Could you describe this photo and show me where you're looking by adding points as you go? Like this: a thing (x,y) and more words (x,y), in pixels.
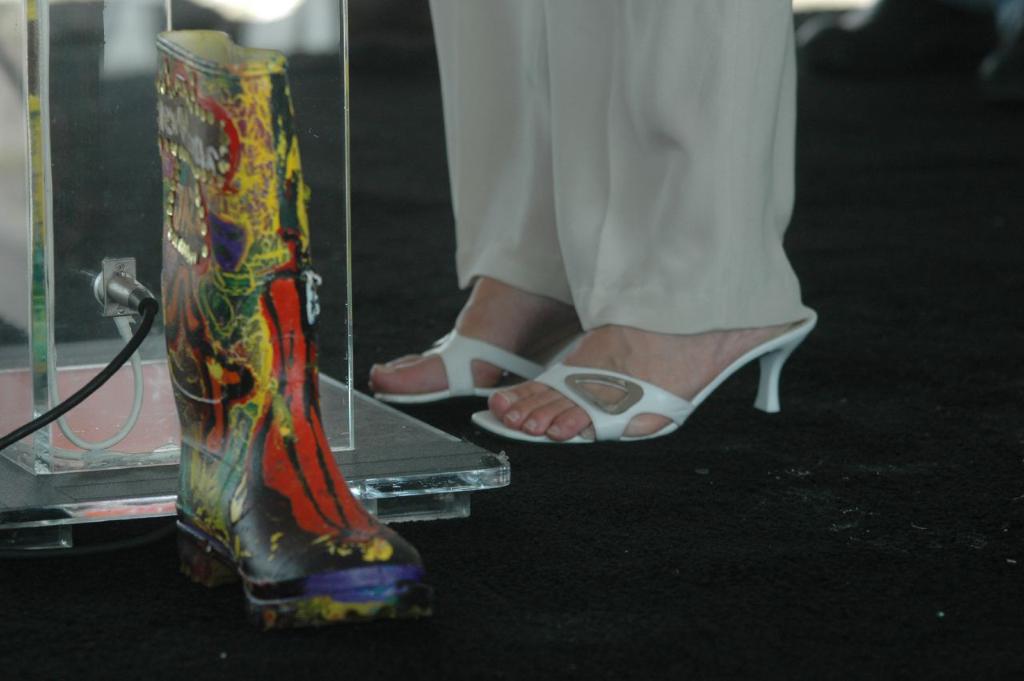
In this image I can see legs (514,272) of a person (457,355) wearing white colour sandals (530,376) and white pant (586,162). I can also see few wires (152,300) and few glasses (64,207) in the background (104,213).
